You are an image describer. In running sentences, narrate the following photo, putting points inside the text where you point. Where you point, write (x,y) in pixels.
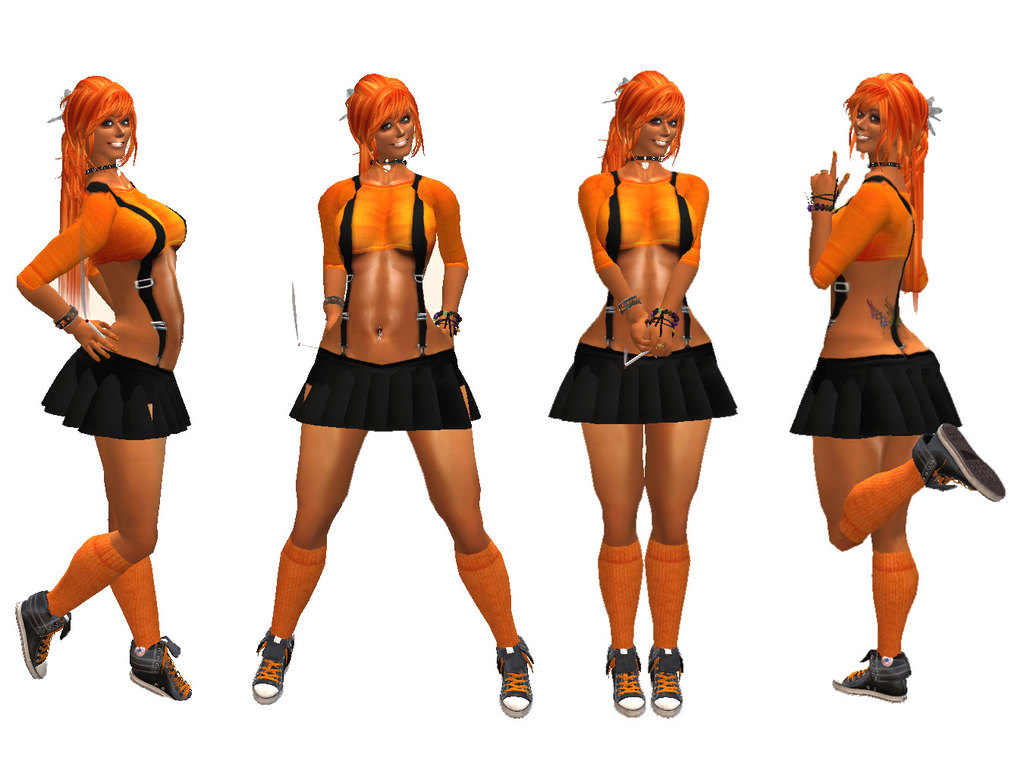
In this picture we can see four women (140,416) smiling and standing on a white surface (406,704).
